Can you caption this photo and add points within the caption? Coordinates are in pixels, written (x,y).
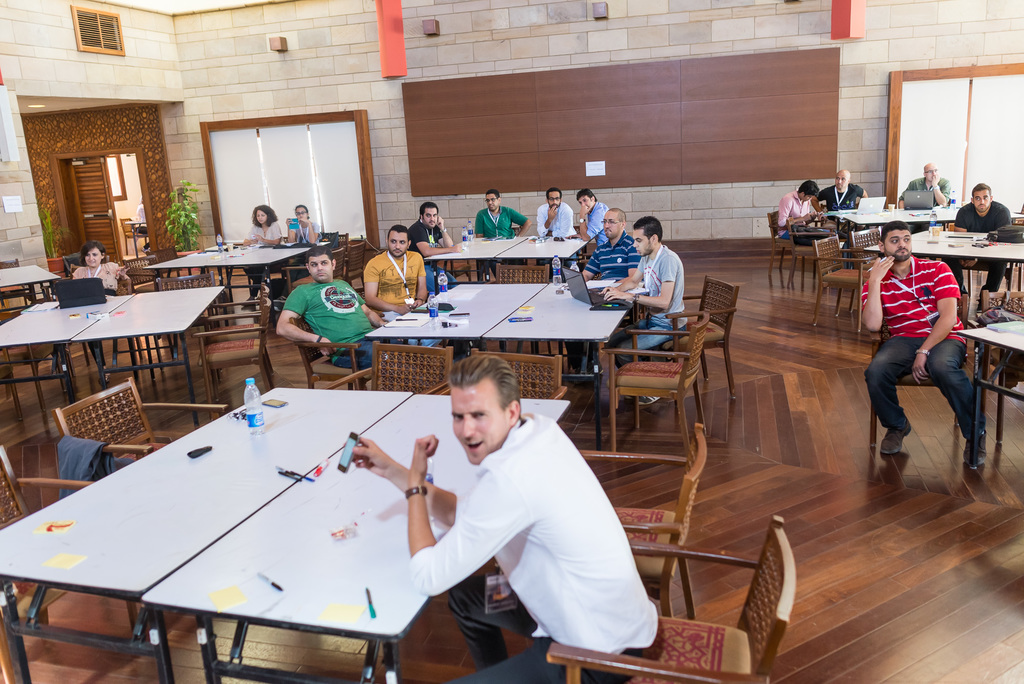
There are few people (108,265) sitting on the chairs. These are the tables (246,252). On these tables (270,427) I can see water bottles (253,415), pens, laptops (922,202) and few other things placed on it. These are the empty chairs (508,358). This is a house plant (185,235) at the corner. This looks like a window (967,149) covered with curtains (273,189). This is a wooden thing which is attached to the wall (319,90). This looks like a door (103,212) which is opened. I can see a red color object (399,51) hanging. This is a wooden floor (856,556).
